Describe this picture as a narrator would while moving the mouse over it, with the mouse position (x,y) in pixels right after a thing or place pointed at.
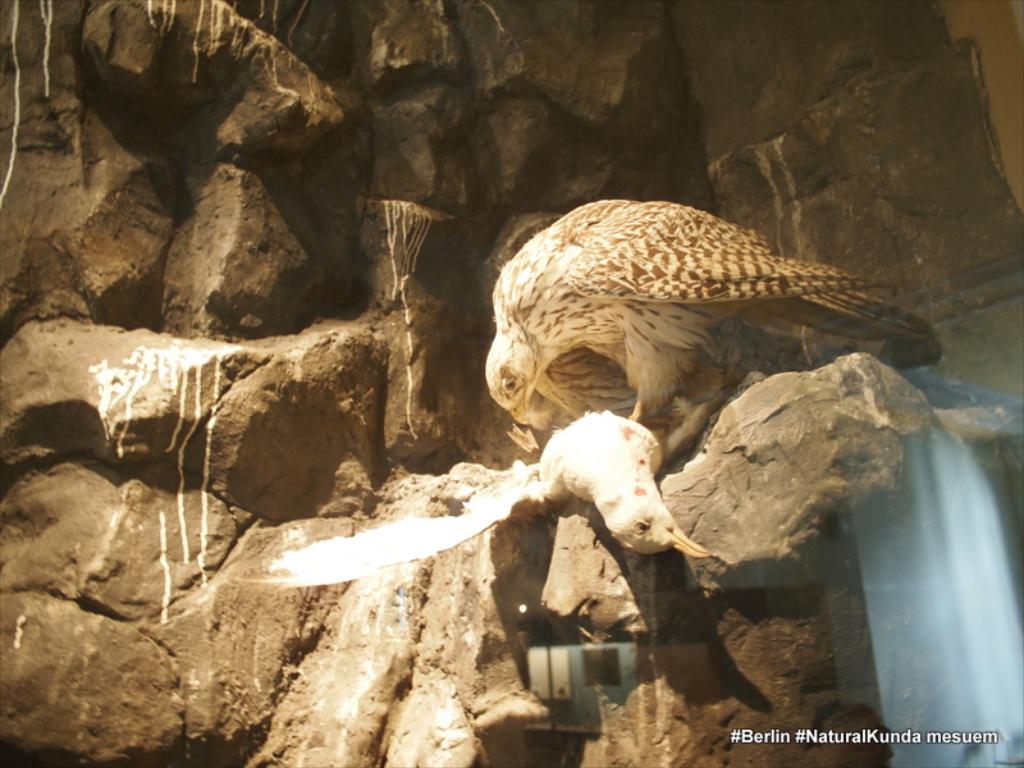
In this picture there is a bird (615,219) on a rock (610,572), on the right side of the image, there is a small bird (550,487) it is lying on the rock (595,543) on the right side of the image (683,484), there are rocks (524,75) around the area of the image.
